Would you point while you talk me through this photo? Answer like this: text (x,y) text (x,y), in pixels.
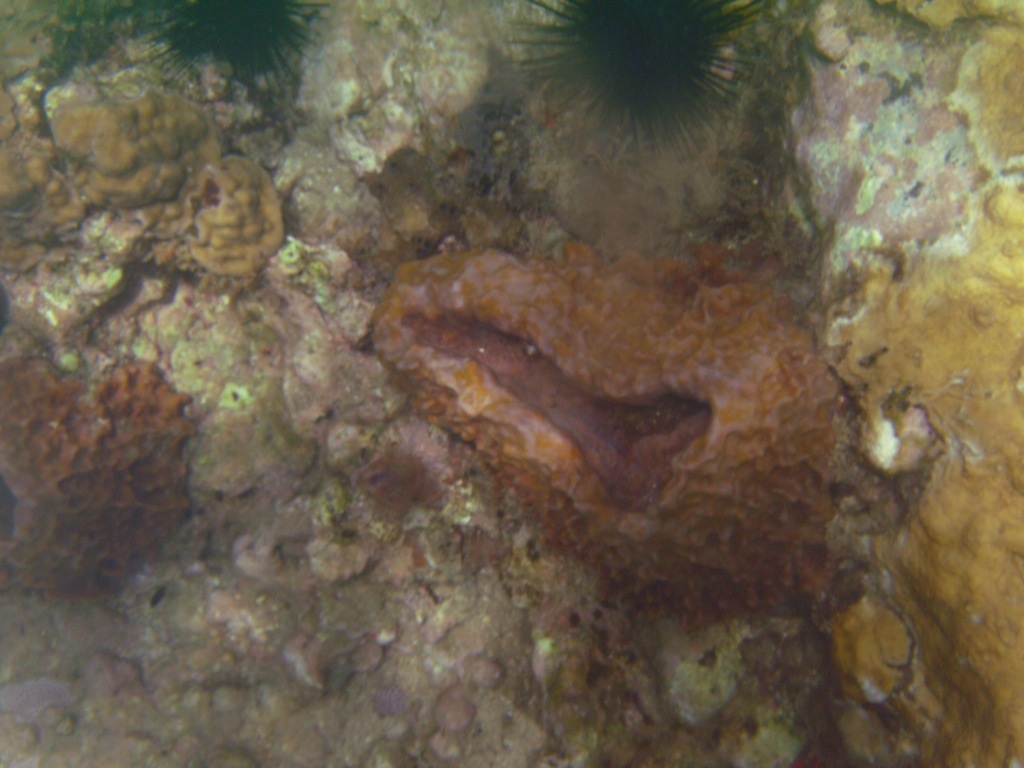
In the center of the image (457,360) we can see corals (498,347), stones (348,385) and a few other objects (529,316).
